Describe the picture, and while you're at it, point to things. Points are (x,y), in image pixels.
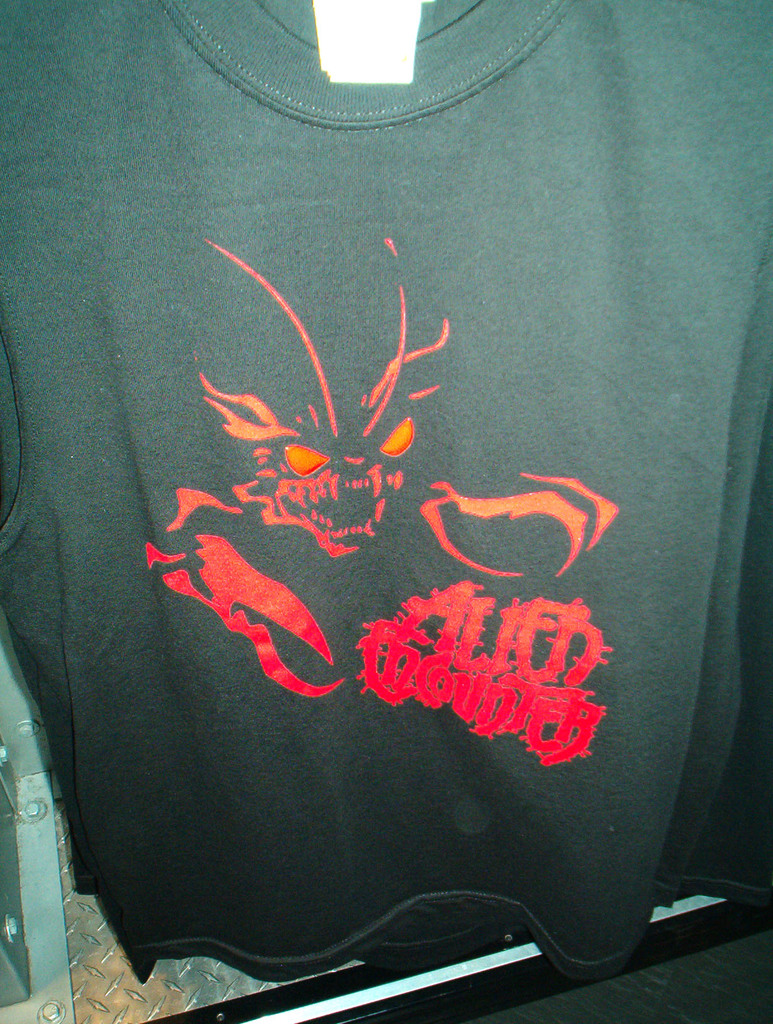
We can see a black color t-shirt (438,403) and in it there is a ghost picture (402,455) and text (450,673) written on it. On the left (52,877) at the bottom (10,886) there is a metal object (44,934).
